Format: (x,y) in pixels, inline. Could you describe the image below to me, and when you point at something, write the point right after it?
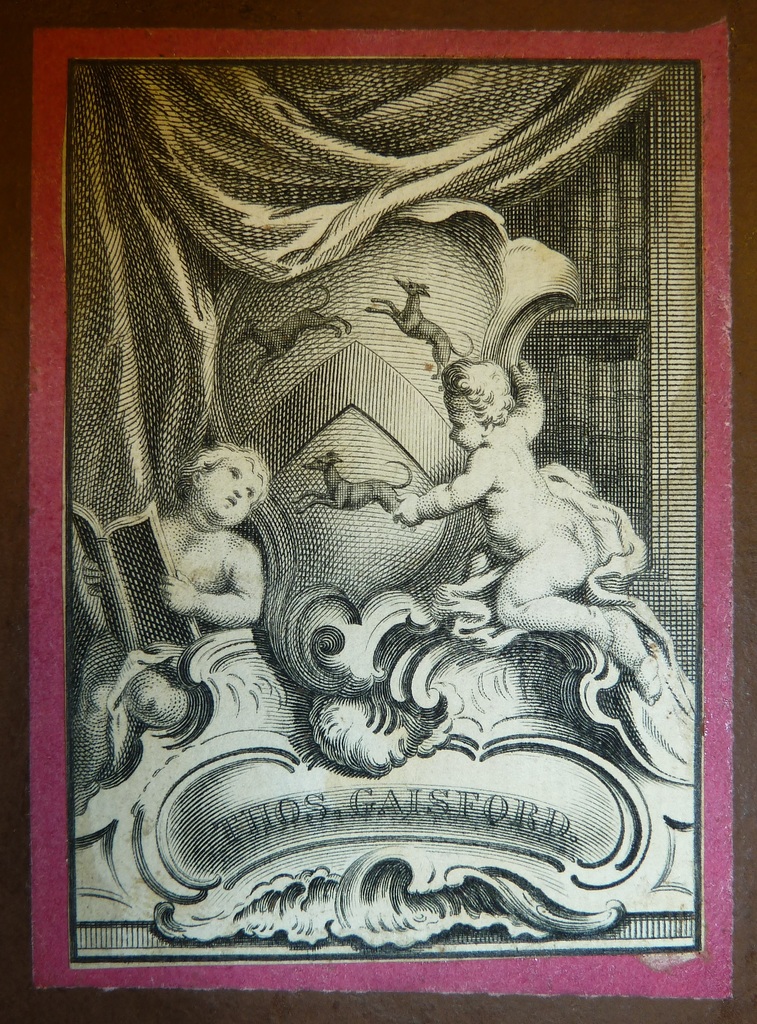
In the image there is a art (141,710) of two babies (484,499) sitting on an ornament (564,713) with curtain (161,143) behind it.
